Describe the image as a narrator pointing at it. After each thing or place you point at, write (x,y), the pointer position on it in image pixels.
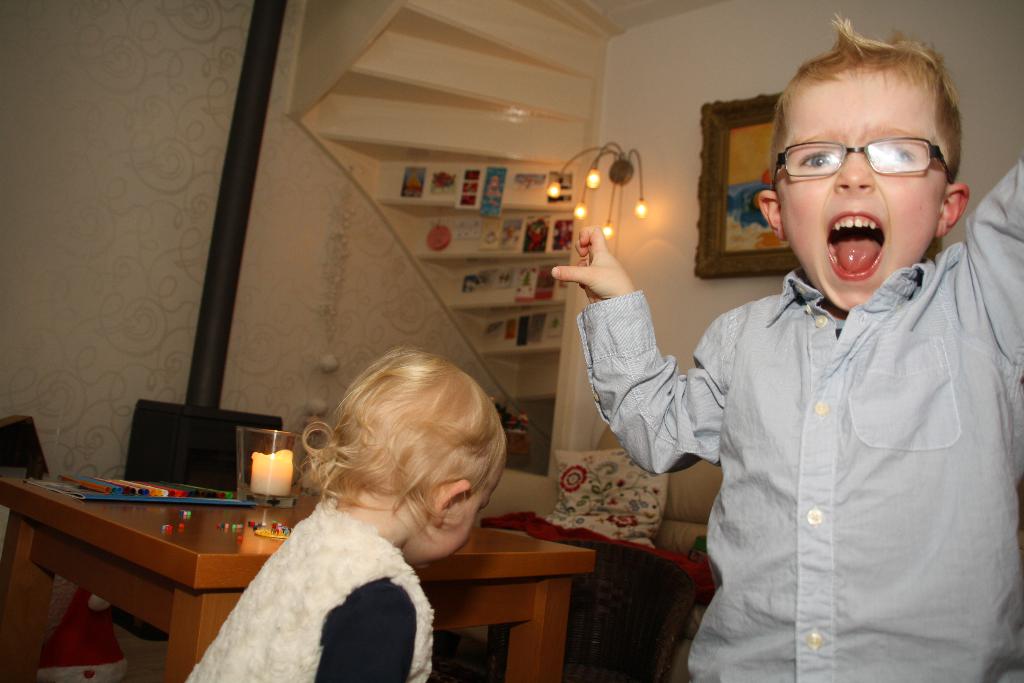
This image is taken inside a room (346,158). In this image there are two persons (313,564). To the right (787,499), the boy (766,484) is wearing gray shirt (789,393). In the middle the girl (331,563) is wearing white dress (270,652). In the background (120,156) there is a wall (160,266) in cream color and some posters (478,231) are fixed on it. In the middle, there is a table (167,557) on which a glass candle (242,489) is fixed.
